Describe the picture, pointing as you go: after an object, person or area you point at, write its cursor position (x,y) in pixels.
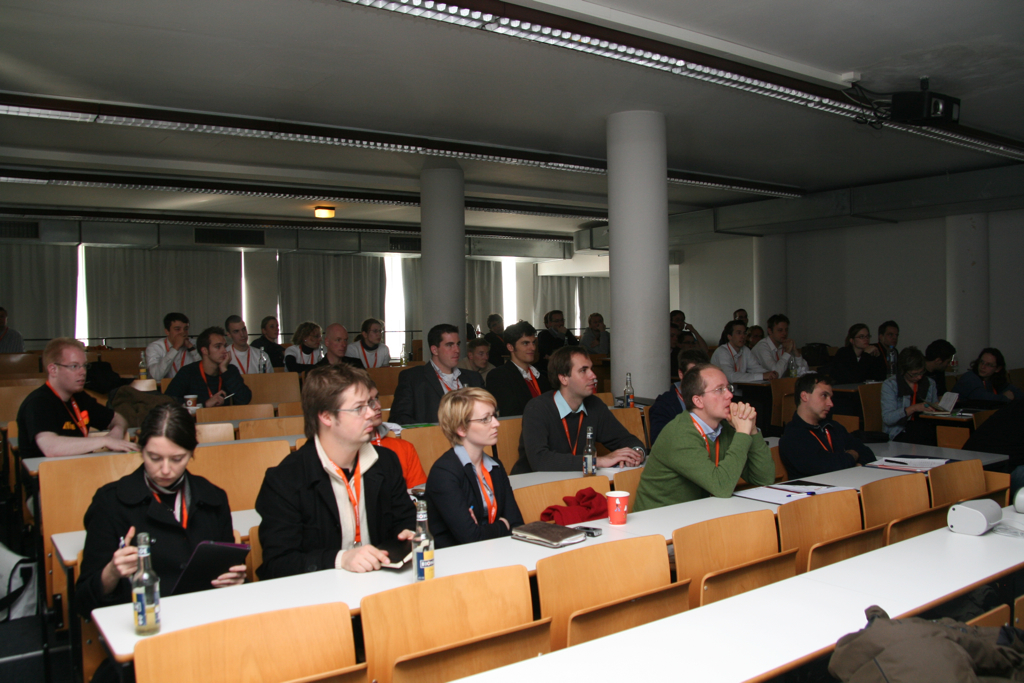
In this image has people (870,352) sitting on their chairs (632,543) before a table (705,513). This table (470,555) is having bottles (428,538), book (556,540) and cup (617,517) on it. There is a light (330,217) fixed on top of the roof (244,111) and background (21,300) has curtains (115,301) covered for the window (506,300).
